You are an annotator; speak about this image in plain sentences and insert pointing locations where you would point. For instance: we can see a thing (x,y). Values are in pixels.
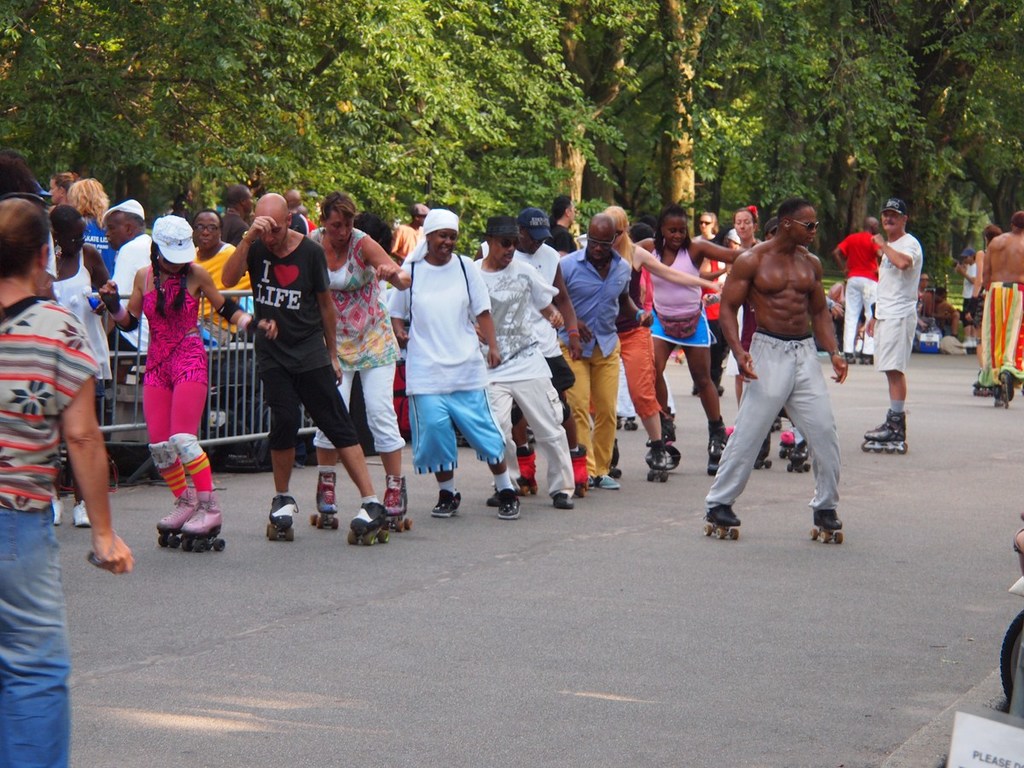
In the center of the picture (457,372) there are people (486,415) seen skating on the road (987,507). In the background (334,159) there are trees (544,155) and people (232,197) sitting on benches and on the footpath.
